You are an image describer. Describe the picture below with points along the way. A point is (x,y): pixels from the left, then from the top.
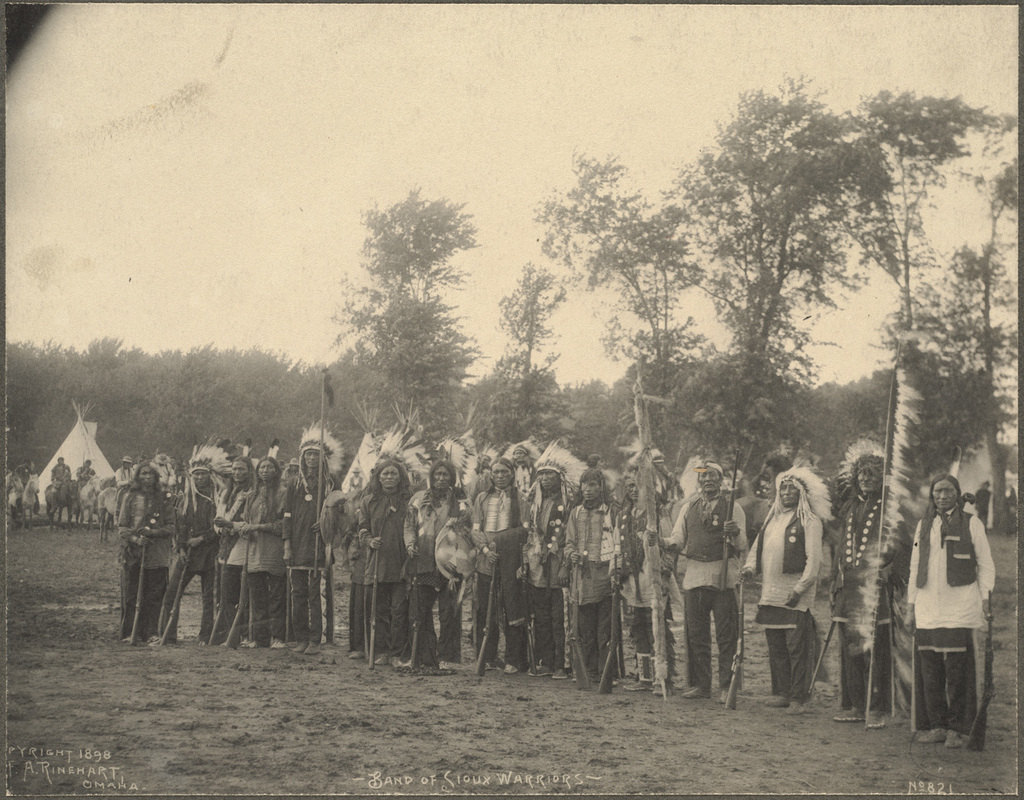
This is a black and white picture. In the foreground of the picture (630,513) there are people (228,522) in tribal costumes (208,517). In the background (356,453) there are people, animals (35,476), tent (66,466) and trees (398,385). At the bottom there is text (489,778).
